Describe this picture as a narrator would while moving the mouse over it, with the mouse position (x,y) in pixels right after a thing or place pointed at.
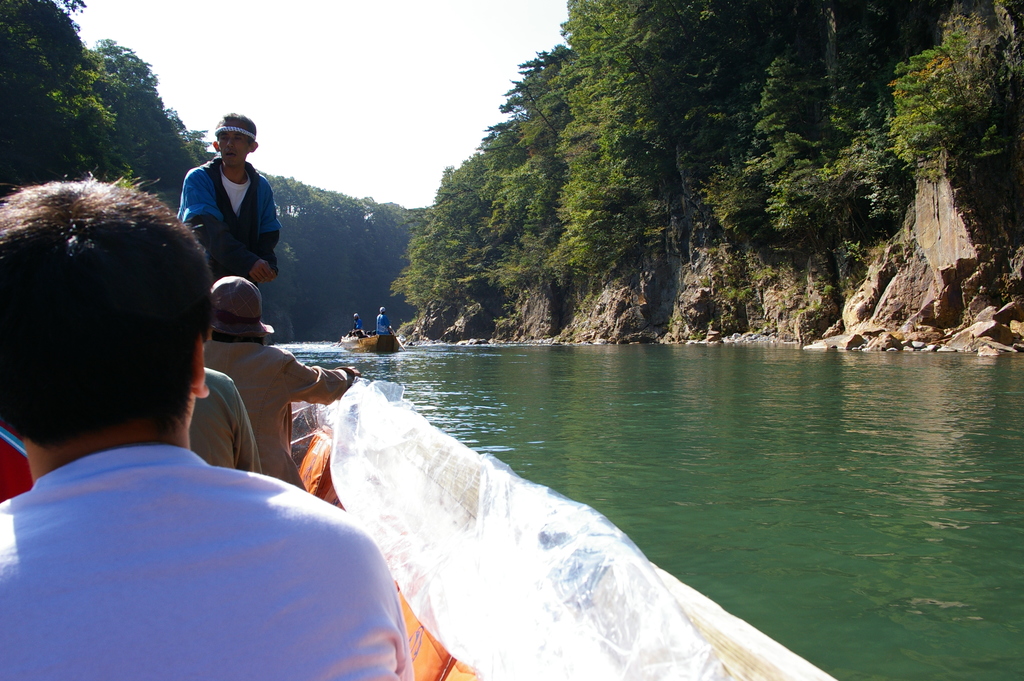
The picture is taken in a boat (736,642). In the center of the picture (499,346) it is water (543,427). On the left (222,311) there are people (212,428) sitting in boat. On the middle of the picture (681,244) there are trees (526,167) and hills (398,295). In the center of the picture (378,335) there is a boat (359,340). It is sunny.
